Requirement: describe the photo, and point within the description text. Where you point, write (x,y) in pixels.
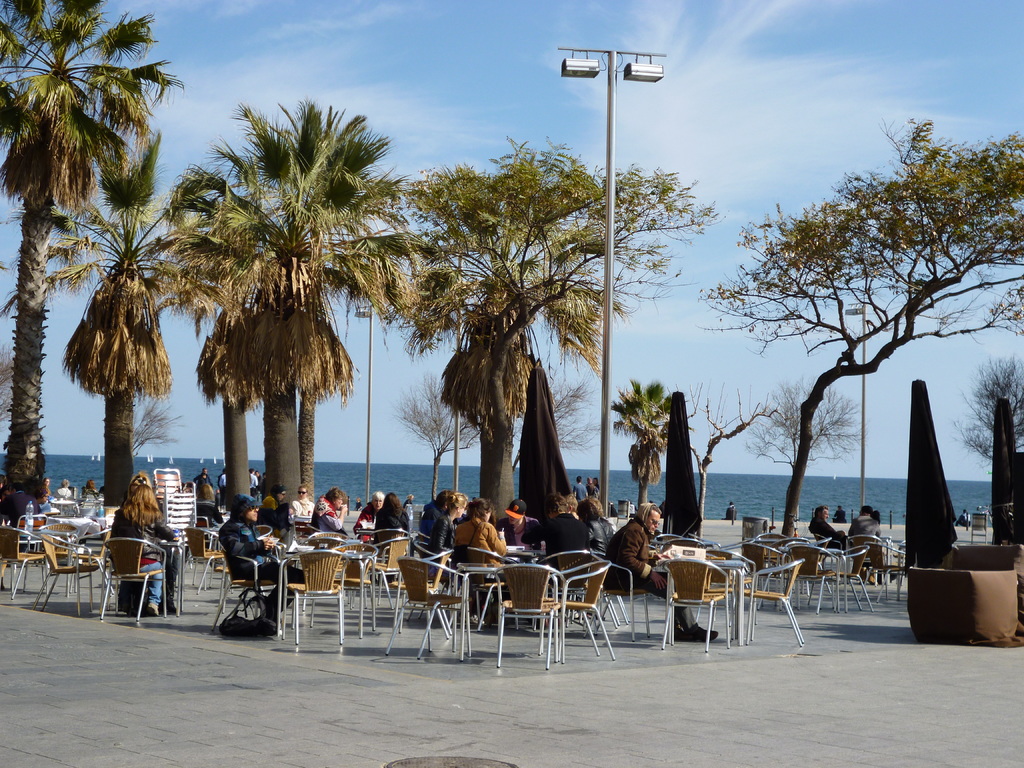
In this image we can see many people (252,523) sitting on the chairs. There are many chairs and tables (75,517) in the image. There are many objects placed on the tables (56,521). There is a sky (467,75) in the image. There are many trees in the image. There are street lights (640,67) in the image.
